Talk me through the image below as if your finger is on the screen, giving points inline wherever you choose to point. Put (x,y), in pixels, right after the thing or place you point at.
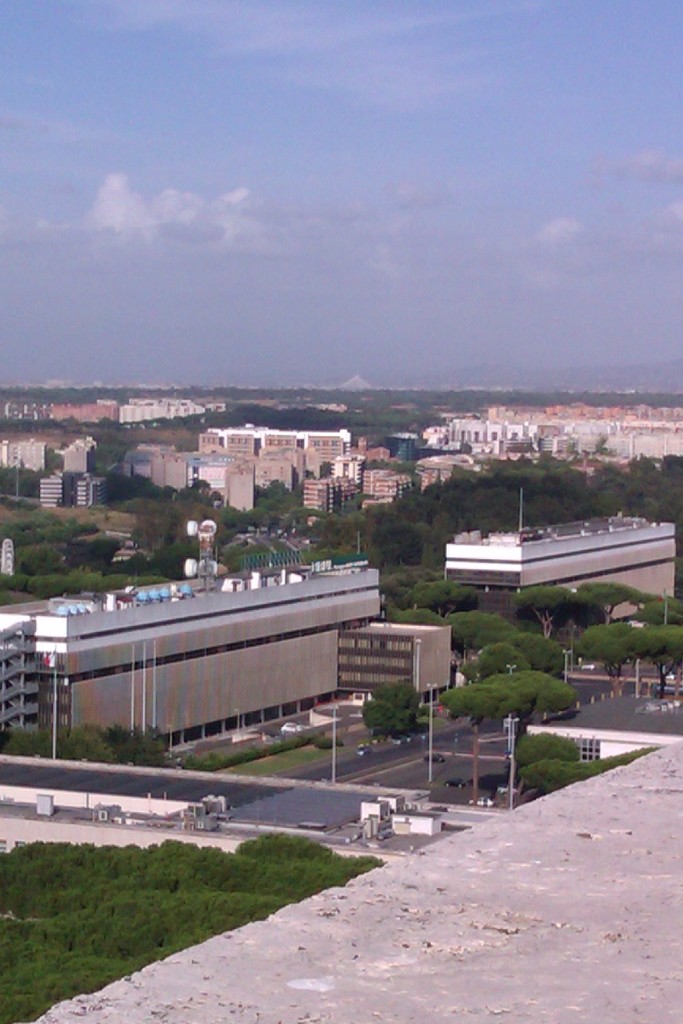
In this image there is the sky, there are buildings (488,444), there are trees (365,525), there is a tower (197,570), there is the grass (298,752), there are poles (509,733), there are buildings (634,711) truncated towards the right of the image (627,732), there are buildings (80,603) truncated towards the left of the image (215,679).
